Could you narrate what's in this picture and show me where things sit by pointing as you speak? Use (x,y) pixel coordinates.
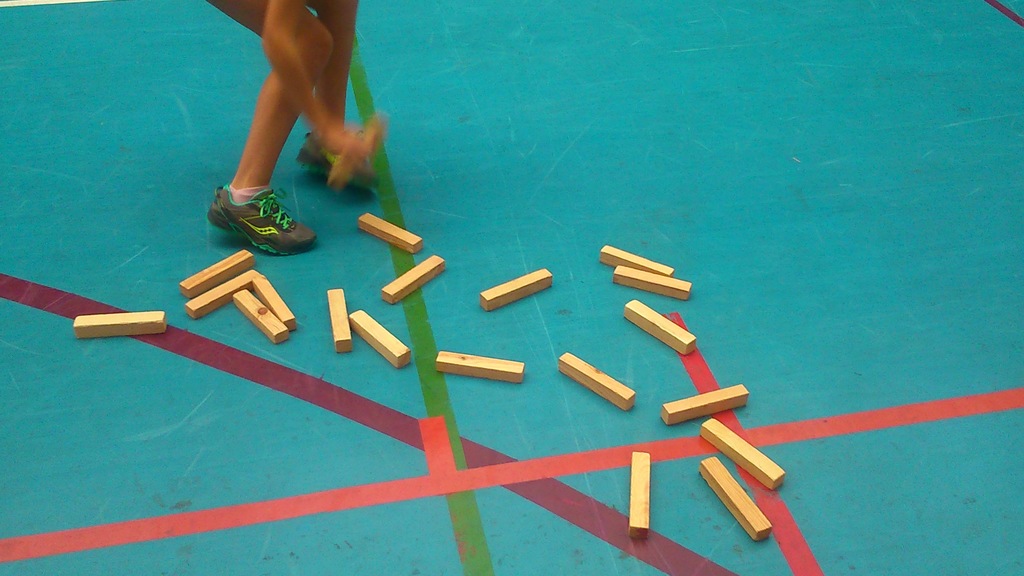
In this picture I can see the person's legs (290,114) and hands (363,169) who is wearing the shoes (252,223). Besides him I can see the wooden blocks (680,412) which are kept on the floor (788,473).
